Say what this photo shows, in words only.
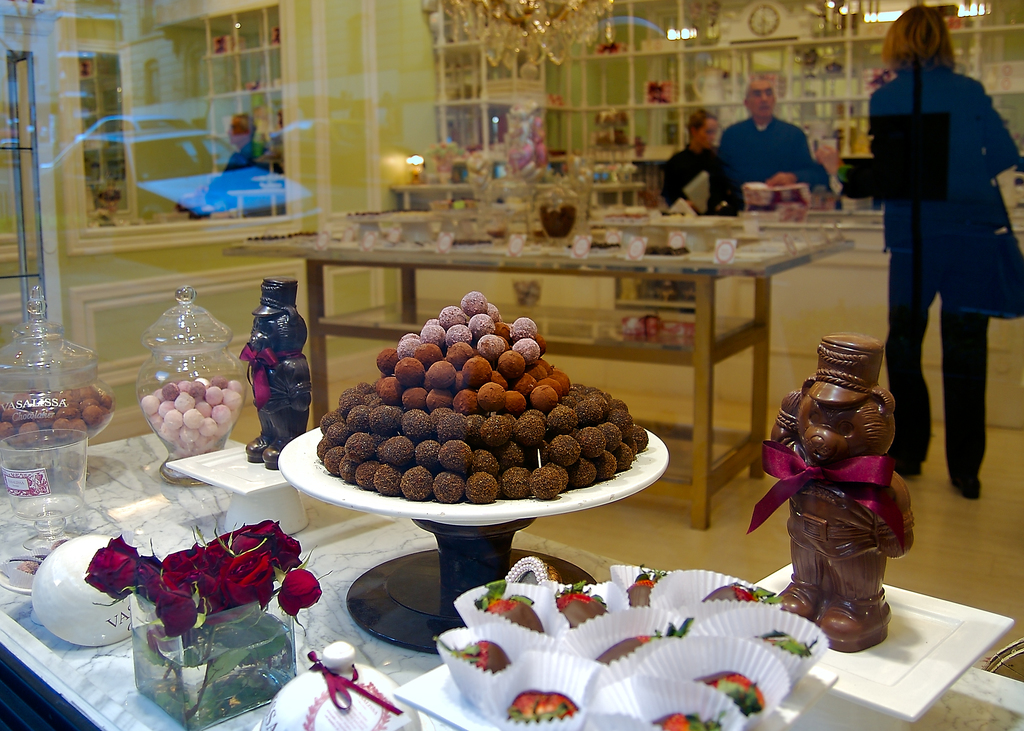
In the image we can see there is a man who is standing behind a counter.
